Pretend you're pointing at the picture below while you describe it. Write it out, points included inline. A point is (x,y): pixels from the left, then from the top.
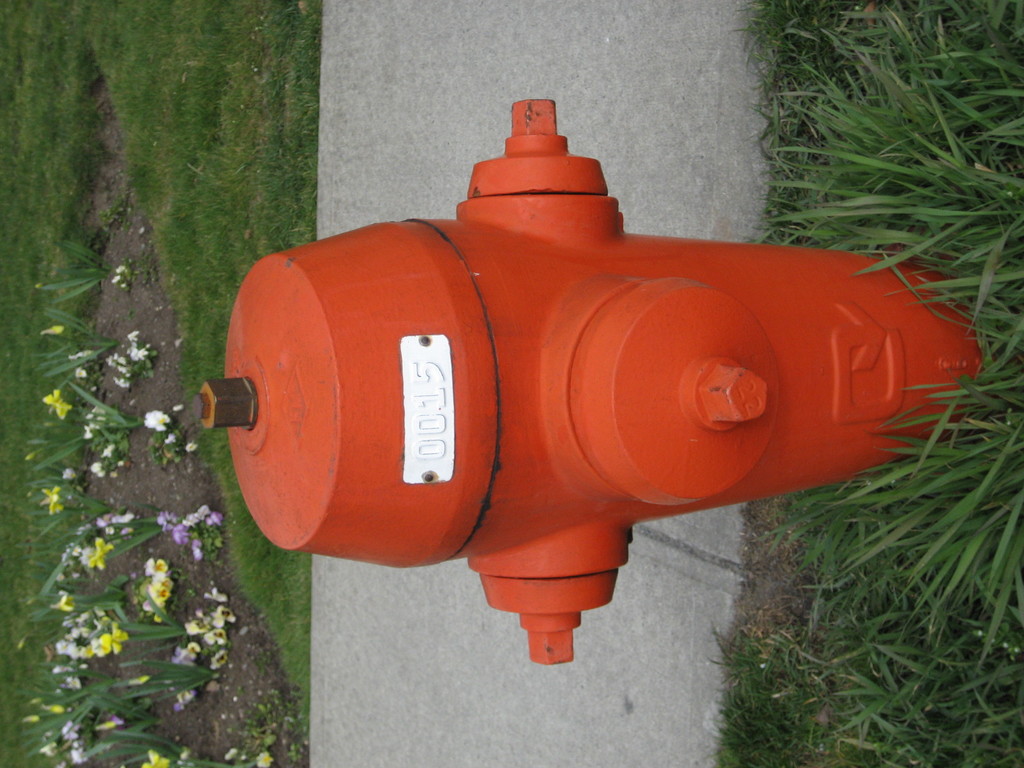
In this picture I can see there is a fire hydrant (515,351) and it is in orange color, there is a number (431,444) on it. There is grass (873,535) on the floor (897,546), behind the fire hydrant (827,319) I can see there is a walkway (362,137) and there is some grass (151,134), plants (151,596) with flowers (125,536).
